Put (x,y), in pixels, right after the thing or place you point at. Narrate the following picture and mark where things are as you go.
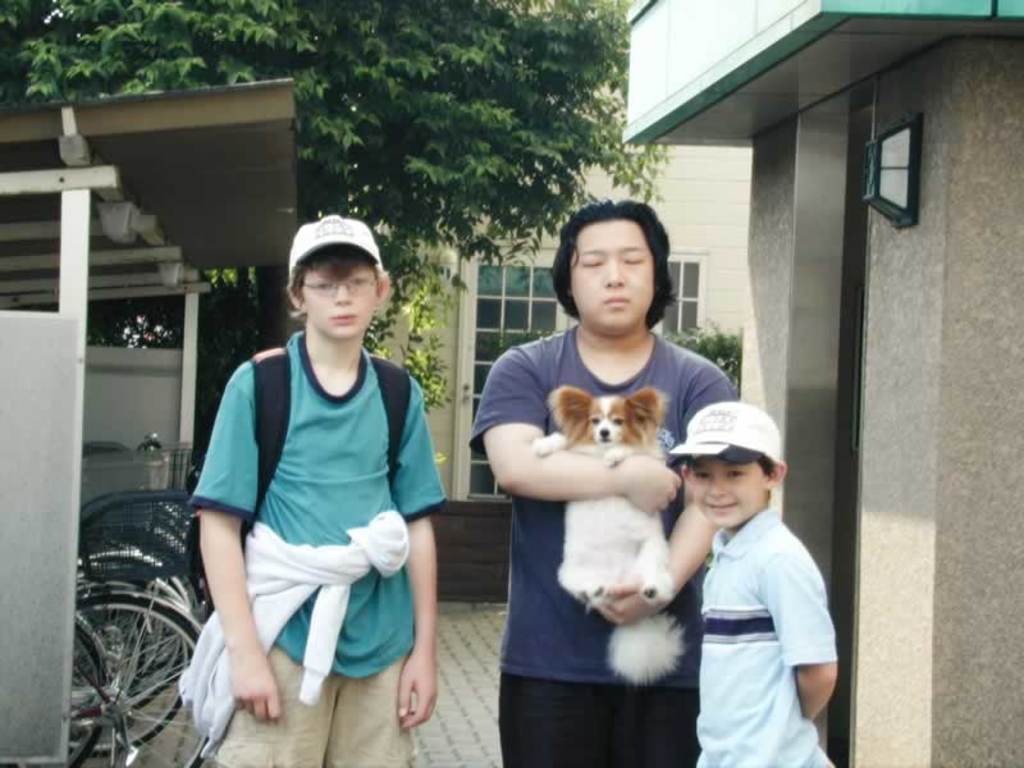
As we can see in the image there are trees (523,96), building (704,198), three people (709,527) standing over here and there are bicycles (135,563).
